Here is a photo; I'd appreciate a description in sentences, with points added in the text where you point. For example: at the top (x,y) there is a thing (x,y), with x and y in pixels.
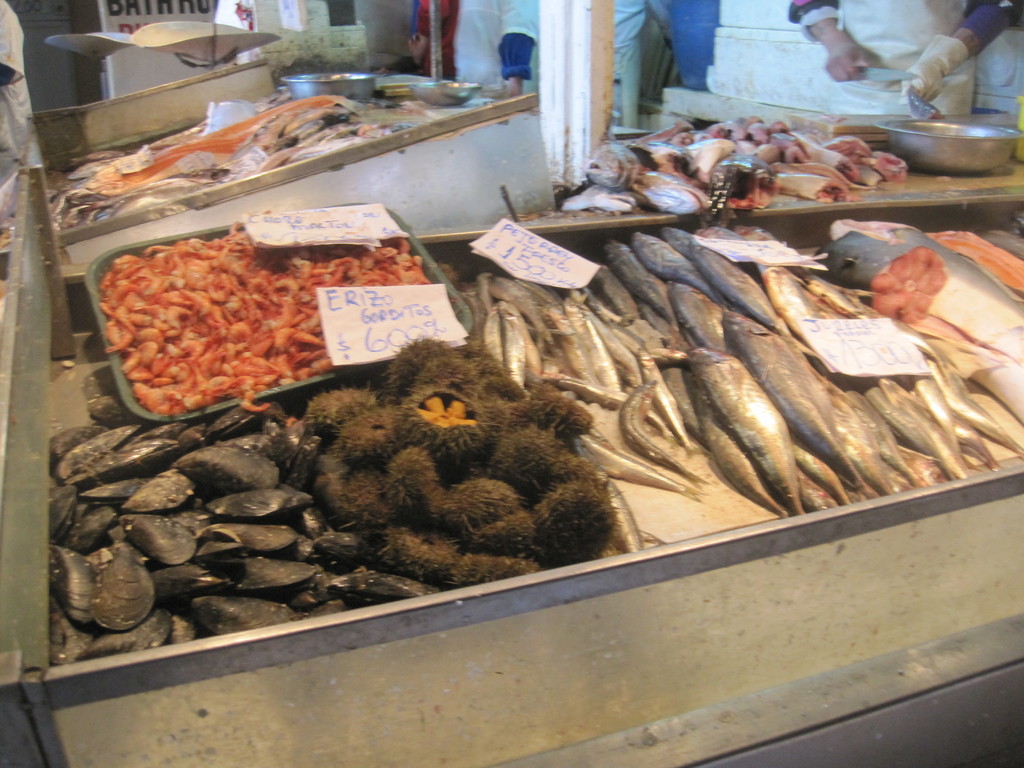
In the picture we can see a tray (783,555) with a full of fishes (1003,375) of different types and besides in the small tray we can see some prawns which are red in color and in the background (973,83) we can see some person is wearing an apron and gloves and cutting the fishes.
